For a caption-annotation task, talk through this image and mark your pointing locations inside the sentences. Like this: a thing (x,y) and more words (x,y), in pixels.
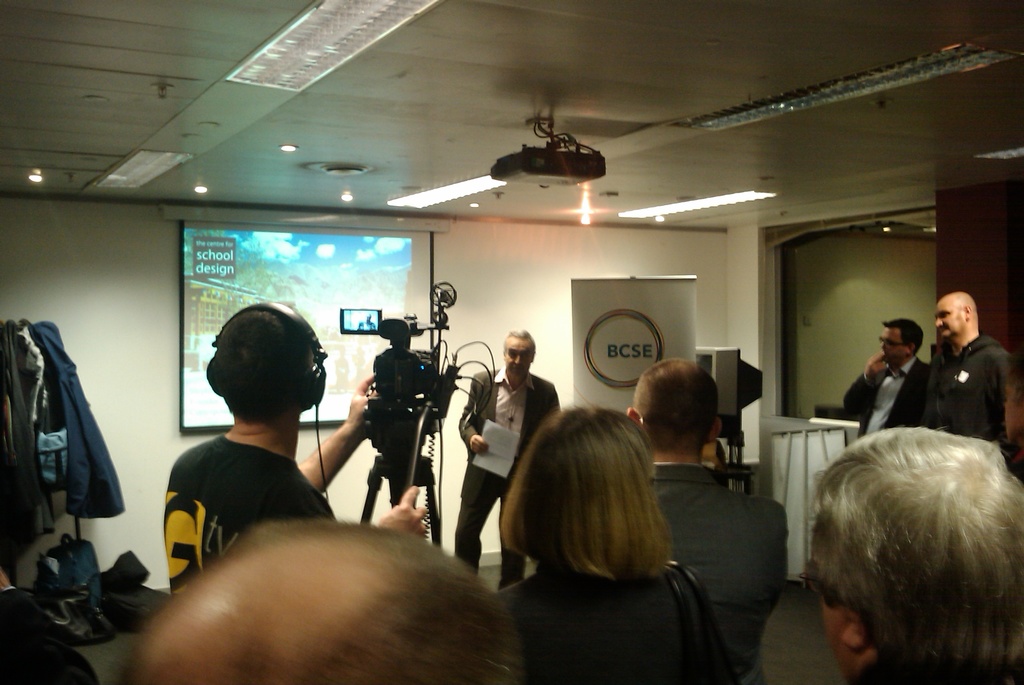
In this image a person (315,461) wearing headsets (308,348) is holding a camera (406,403) which is fixed to a stand (412,466). Behind there is a person (520,407) holding some papers (502,454). He is standing on the floor (487,567). Beside him there is a banner (641,340). Bottom of the image (253,570) there are few persons (547,560). Left side (19,528) few clothes (68,430) are on the stand (75,524). Few bags (90,590) are on the floor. Right side (991,358) two persons (880,402) are standing. Background (458,230) there is a wall (507,257). Top of the image (568,155) there are few lights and a projector (555,164) attached to the roof (704,198).
